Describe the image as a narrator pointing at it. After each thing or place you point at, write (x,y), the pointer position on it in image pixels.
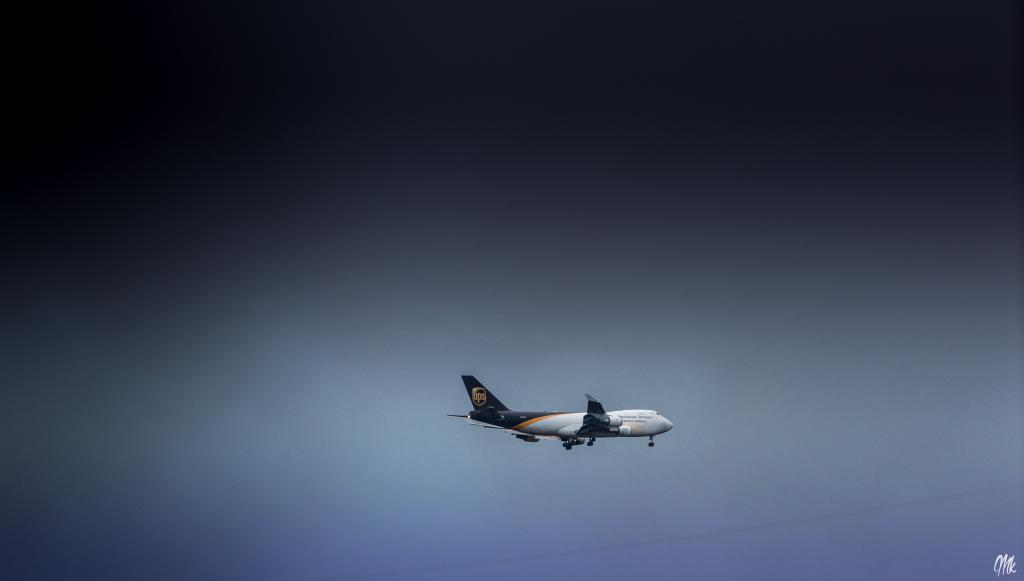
We can see airplane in the air (540,395) and we can see sky (490,333).
